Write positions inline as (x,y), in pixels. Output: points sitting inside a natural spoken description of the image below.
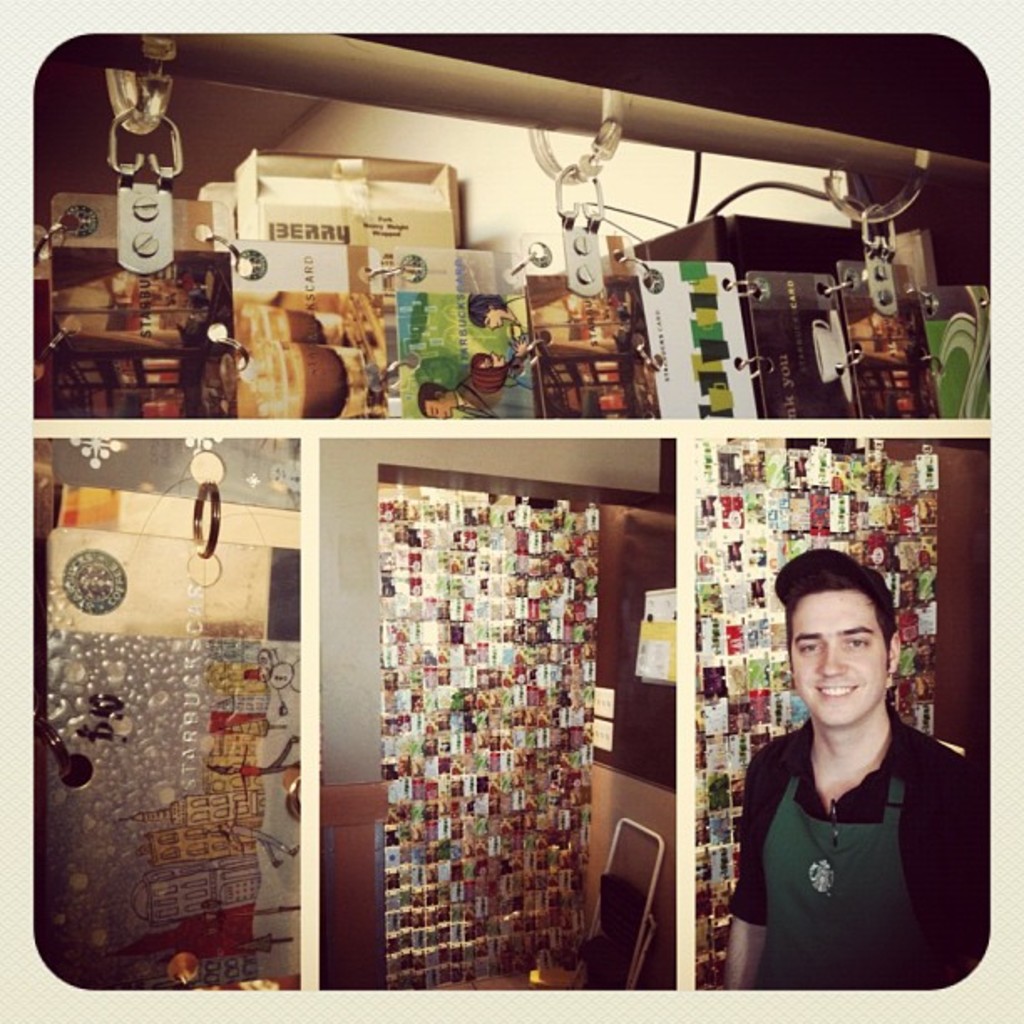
This is a collage picture. At the top (583,327) there are objects (477,264). On the left side of the image (229,816) there are objects (258,658). On the right side of the image (885,976) there is a man (823,707) standing and smiling. In the middle of the image (486,672) there are objects (413,883) and there is a board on the wall (630,672) and there might be a chair (637,941).
